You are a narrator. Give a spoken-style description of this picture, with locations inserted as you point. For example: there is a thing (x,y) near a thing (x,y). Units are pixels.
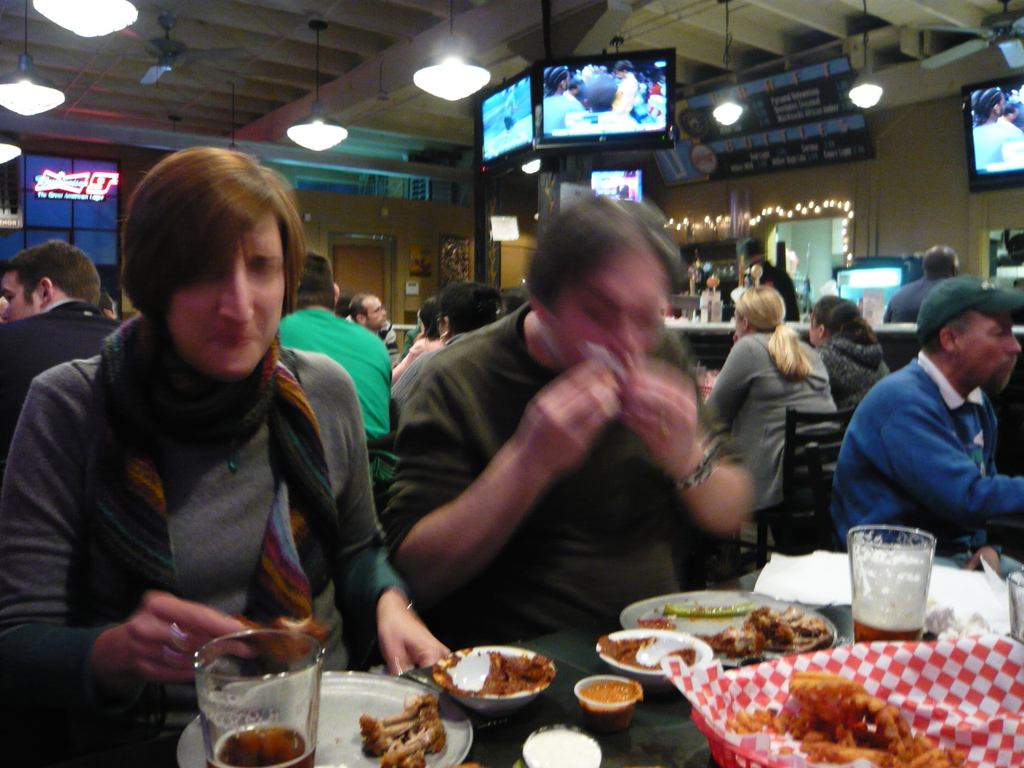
There are people (278,330) sitting on chairs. We can see plates (337,716), glasses (203,707), bowls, cups (537,736), food (595,697) and objects (984,732) on the table (574,706). In the background (567,105) we can see televisions (585,101), lights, wall (315,194), door (364,273) and glass (78,235). At the top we can see fan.
